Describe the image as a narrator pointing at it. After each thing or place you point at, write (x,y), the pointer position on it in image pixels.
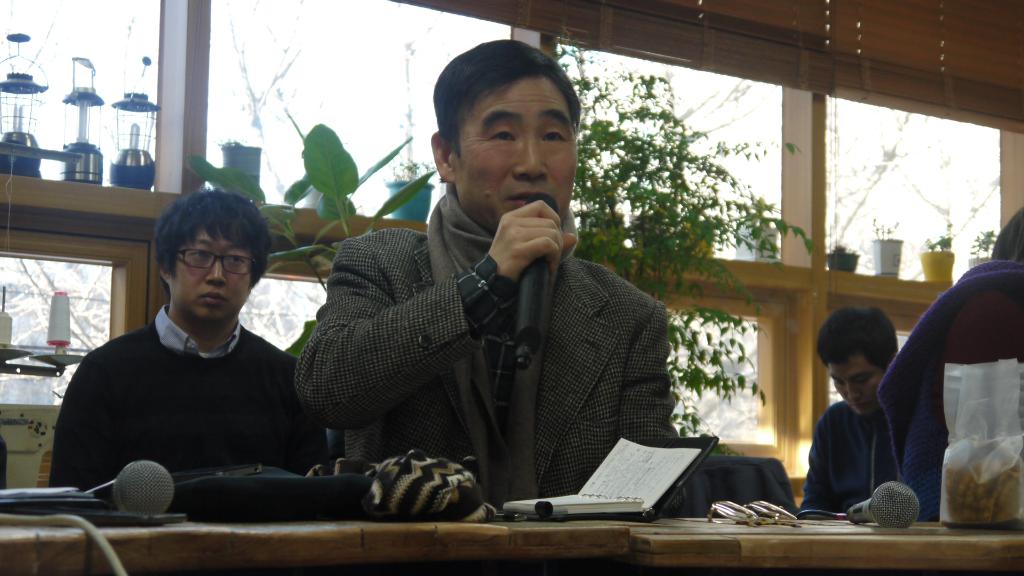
This image is clicked in a room (413,135). There are tables (784,535), plants (618,227). There are lamps (86,102) on the left side (93,163) and flower pots (922,275) on the right side (945,276). There is a table (283,569) in the bottom (922,535) which has mike (117,481) book (566,519) specs (752,509) and cover (954,436) on it. There is a person (511,218) who is sitting in the middle (557,231), he is holding a mic (537,307).
